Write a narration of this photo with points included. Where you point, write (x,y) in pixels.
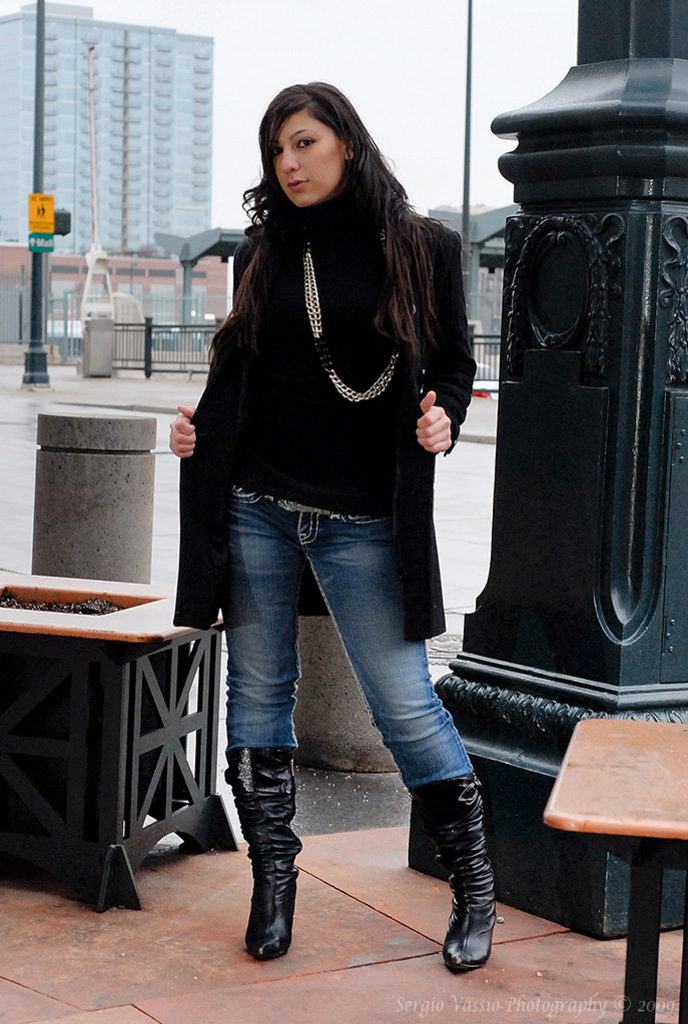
Here we can see a woman (272,555) Standing and giving a pose behind her we can see a building (149,45) and there is a pole (38,58).
